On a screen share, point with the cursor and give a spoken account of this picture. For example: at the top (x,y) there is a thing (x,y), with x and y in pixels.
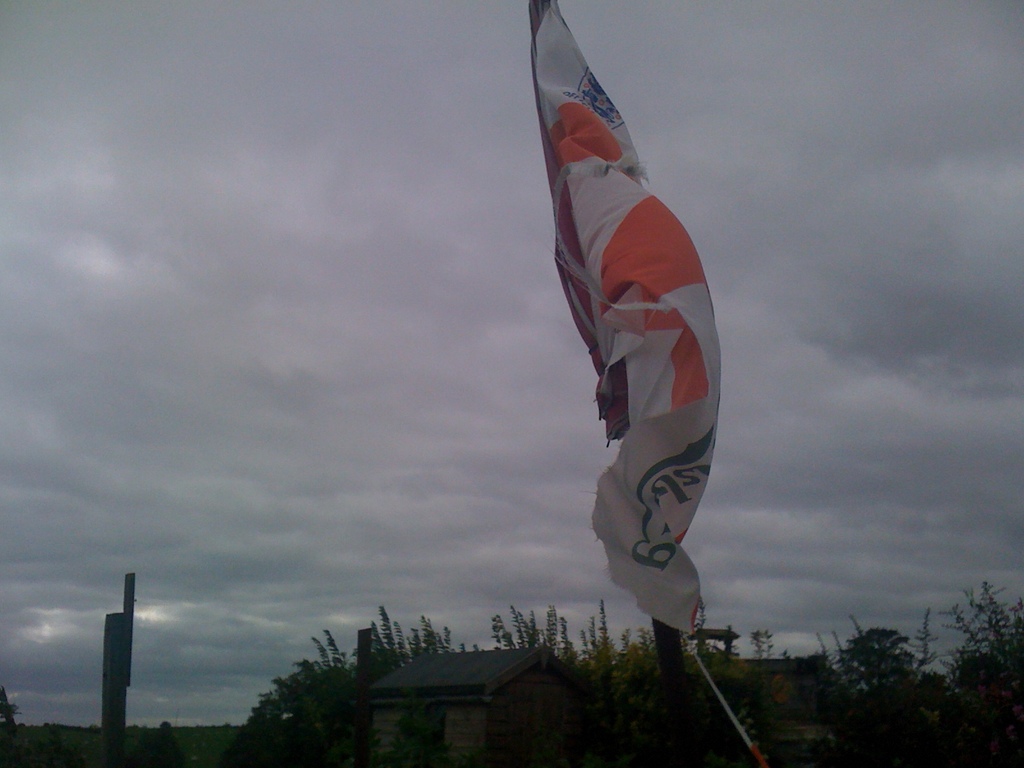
In this picture we can see white flag (649,578) in the front (609,196). Behind there is a small shed house (488,684) and some trees (622,681). On the top (506,188) we can see the cloudy sky (357,401).
